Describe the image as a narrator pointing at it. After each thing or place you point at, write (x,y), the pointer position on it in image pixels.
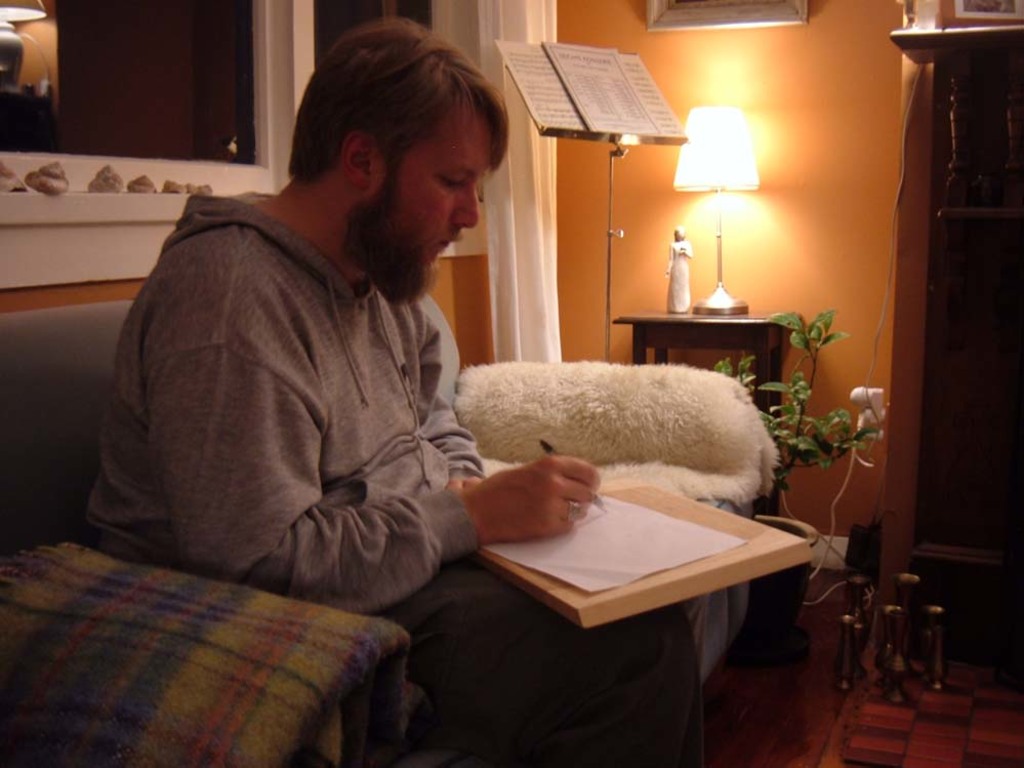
In this picture there is a man (383,366) sitting on the chair (448,337). He is writing with a pen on a paper (615,540). There is a pad (756,552). There is a lamp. There is a book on the stand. There is a plant (820,436). There is a frame (775,15) on the wall (854,30). There is a blanket (193,655).
